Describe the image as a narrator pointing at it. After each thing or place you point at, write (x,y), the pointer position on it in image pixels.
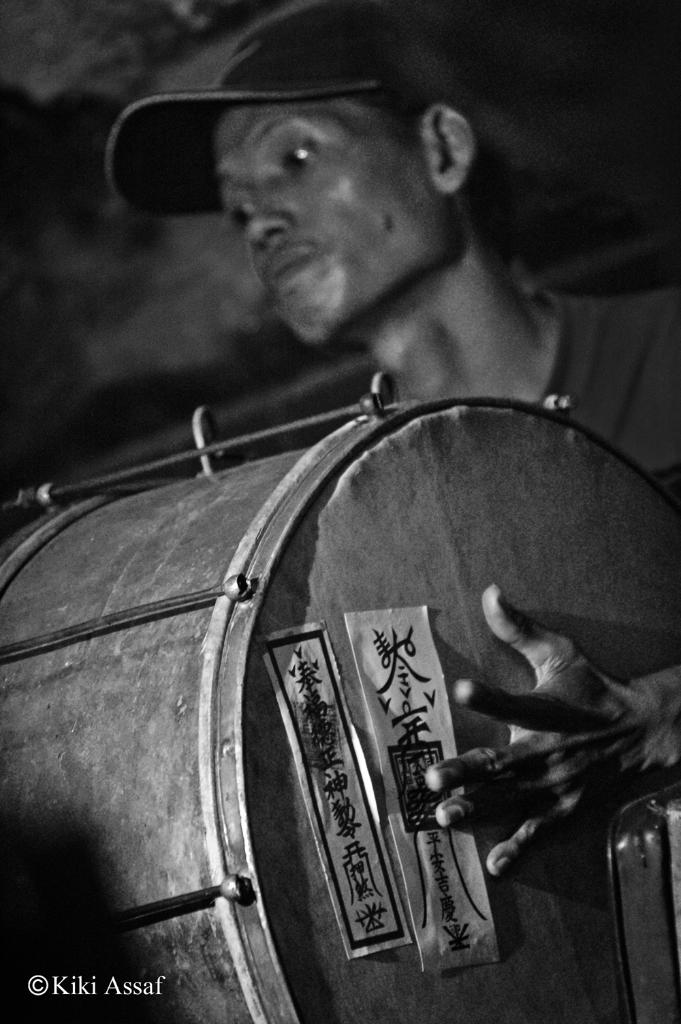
This picture shows a man (320,193) who is wearing a cap (241,78), playing drum (313,686) with his hands (486,793).
